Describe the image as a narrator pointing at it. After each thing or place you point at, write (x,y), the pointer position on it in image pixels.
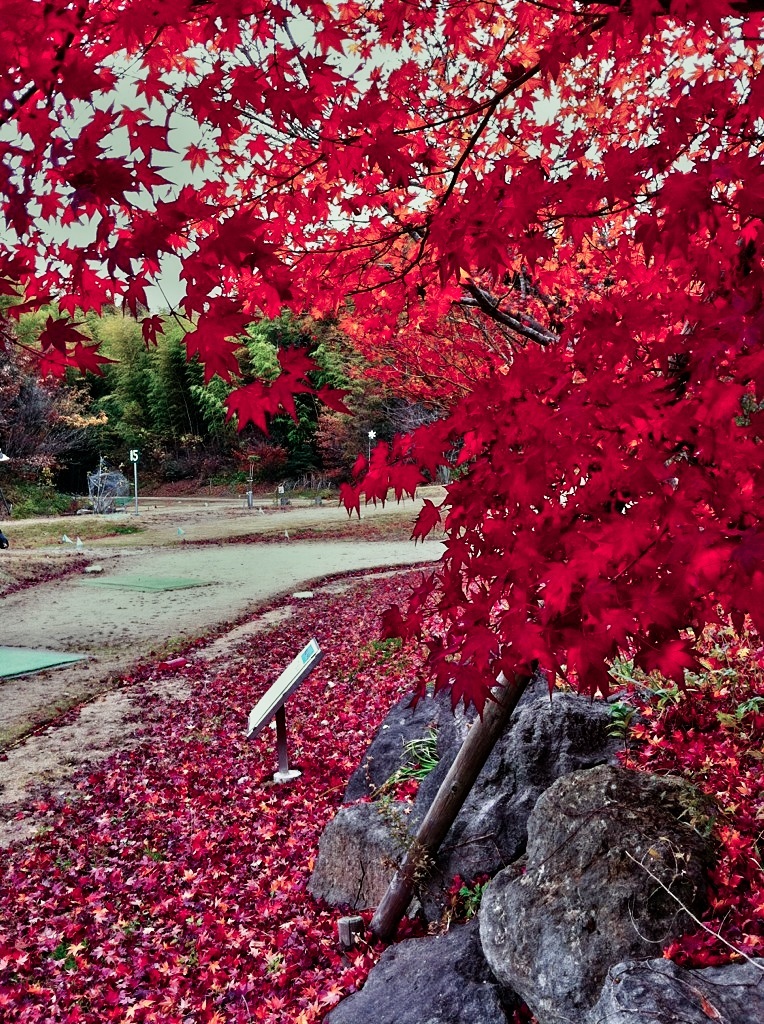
In this image I can see trees (391,343), rocks (428,807) and some other objects (260,701) on the ground (274,734). In the background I can see the sky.
